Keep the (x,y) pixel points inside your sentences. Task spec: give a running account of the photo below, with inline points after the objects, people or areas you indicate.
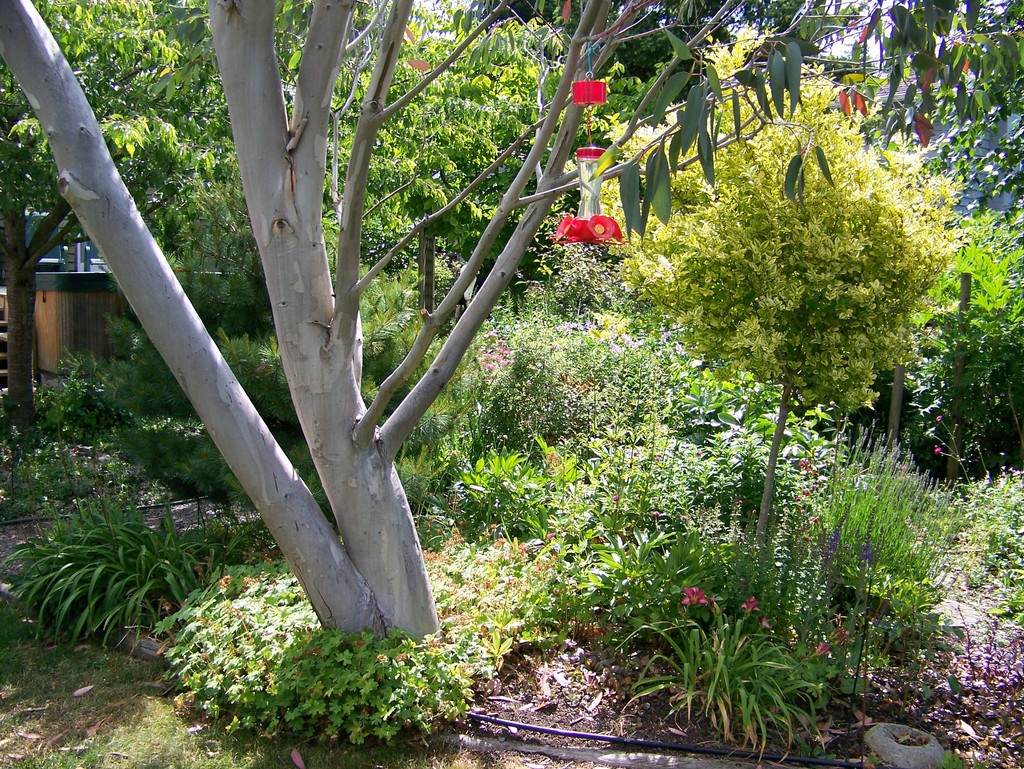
In this picture we see a garden area (531,486) with many trees (939,234), plants (672,580) & flowers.
